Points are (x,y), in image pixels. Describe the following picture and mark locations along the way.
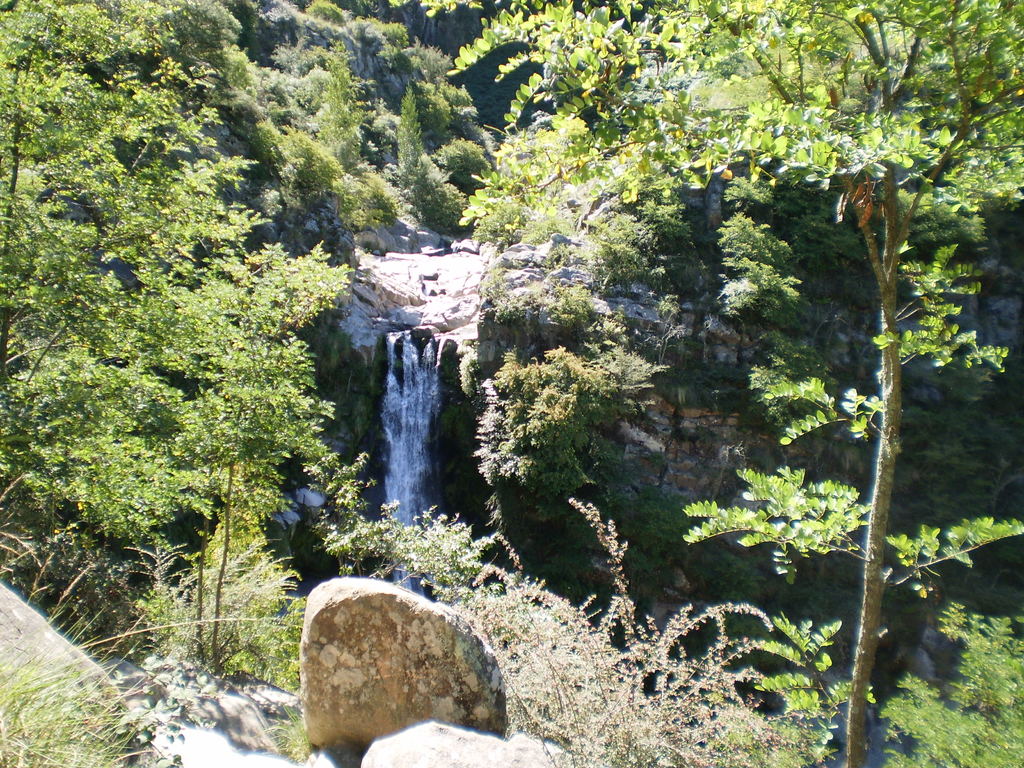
In this picture we can see trees (1000,627) and water (417,375).
